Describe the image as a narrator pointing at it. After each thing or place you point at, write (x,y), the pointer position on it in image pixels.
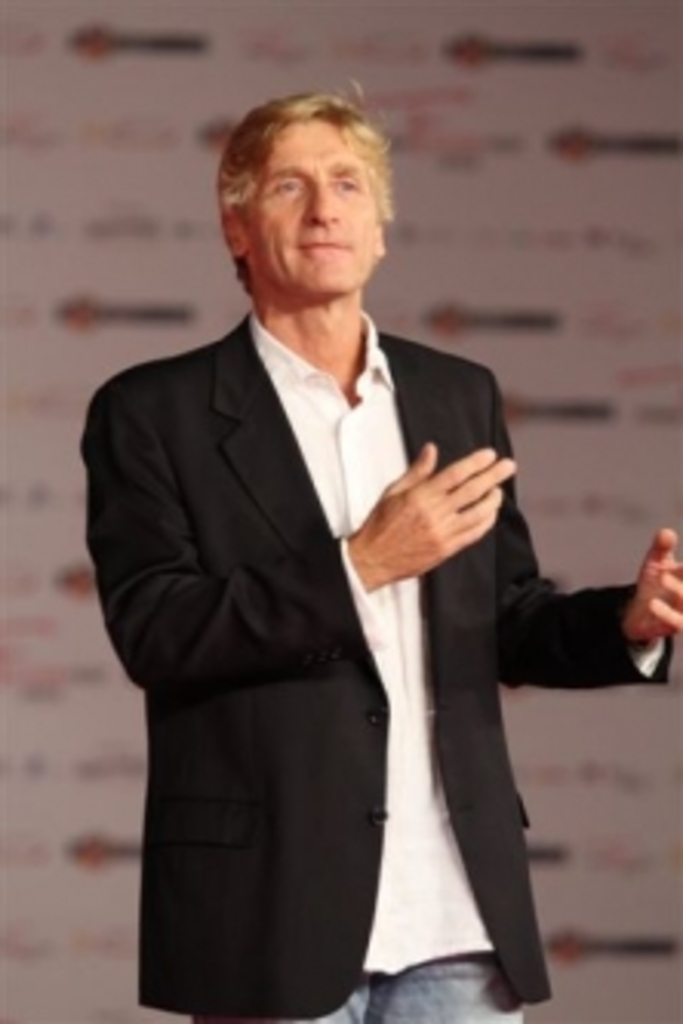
In this image there is a person (377,824) wearing a black suit (325,683) is standing. Behind him there is a banner (656,987).
